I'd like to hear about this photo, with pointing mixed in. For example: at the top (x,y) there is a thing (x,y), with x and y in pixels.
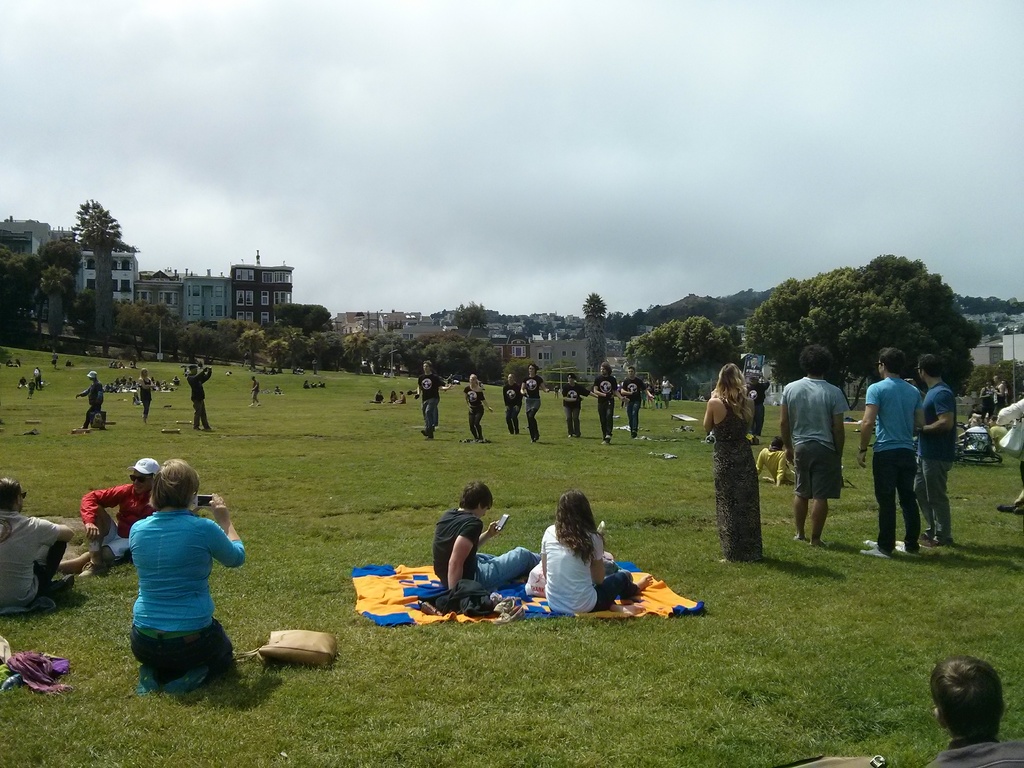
In this image there are persons (459,554) sitting, standing and dancing. In the front (528,699) on the ground (425,692) there is grass (449,692) and there is a purse (284,647). In the background (477,331) there are trees (855,351), buildings (167,300), and the sky (526,159) is cloudy.
